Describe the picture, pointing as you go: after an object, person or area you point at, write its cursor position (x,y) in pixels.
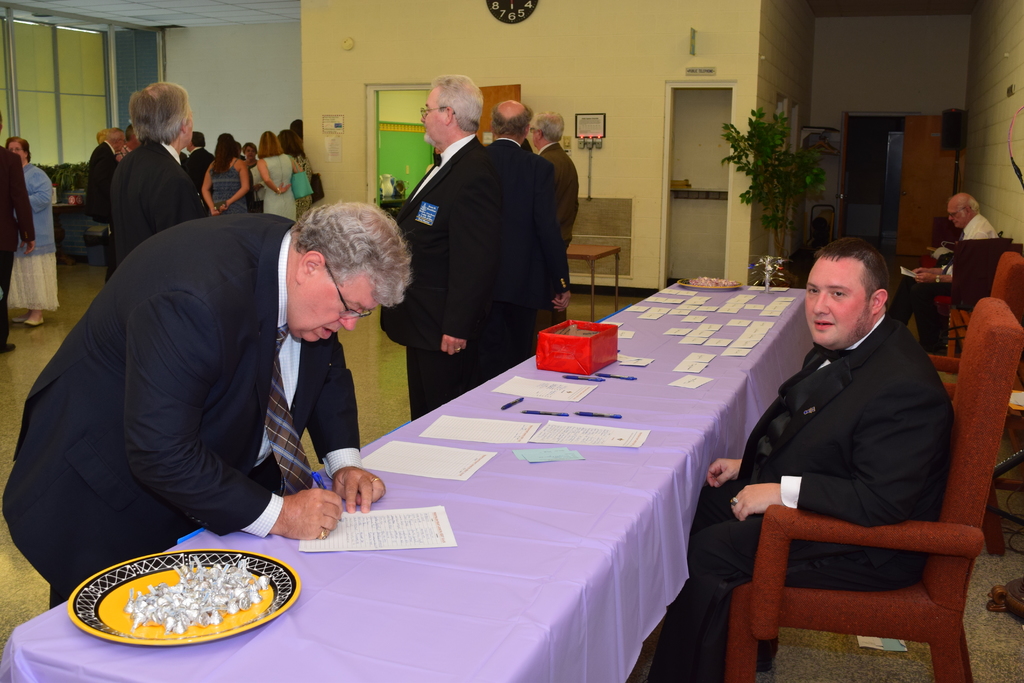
In the picture there are lot of people (246,165) standing, two people (859,338) are sitting the first person (819,471) who is sitting wore black color coat (845,453), there is a purple color table (685,465) in front of them and lot of papers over it there is also a yellow color plate (194,636) and some chocolates (216,609) on it, another person (240,517) who is standing opposite to the table (381,550) is writing something on the paper (334,531), in the background (418,36) there is a clock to the wall (545,38), a cream color wall (370,59), some plants (761,167) and a door (880,186).
